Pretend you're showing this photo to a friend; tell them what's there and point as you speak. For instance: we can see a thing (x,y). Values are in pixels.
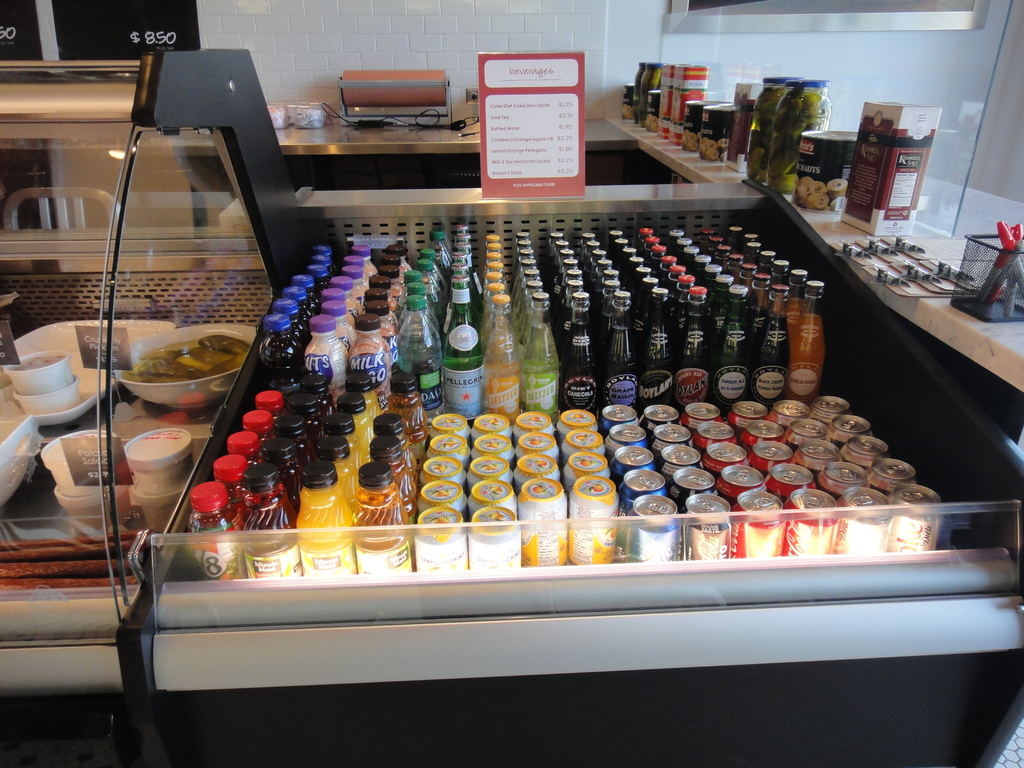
The picture is taken in a store (504,14). In the foreground of the picture (441,345) there are bottles (472,348) and tins (586,442). On the left (63,451) there are bowls (40,377), boxes (148,470) and plates (21,432). On the right (882,138), there are packets (868,149), jars (766,104) and bottles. In the background (362,83) there are boxes (301,110) and some kitchen utensils (424,97). In the center of the pictures there is a menu card (534,124).
